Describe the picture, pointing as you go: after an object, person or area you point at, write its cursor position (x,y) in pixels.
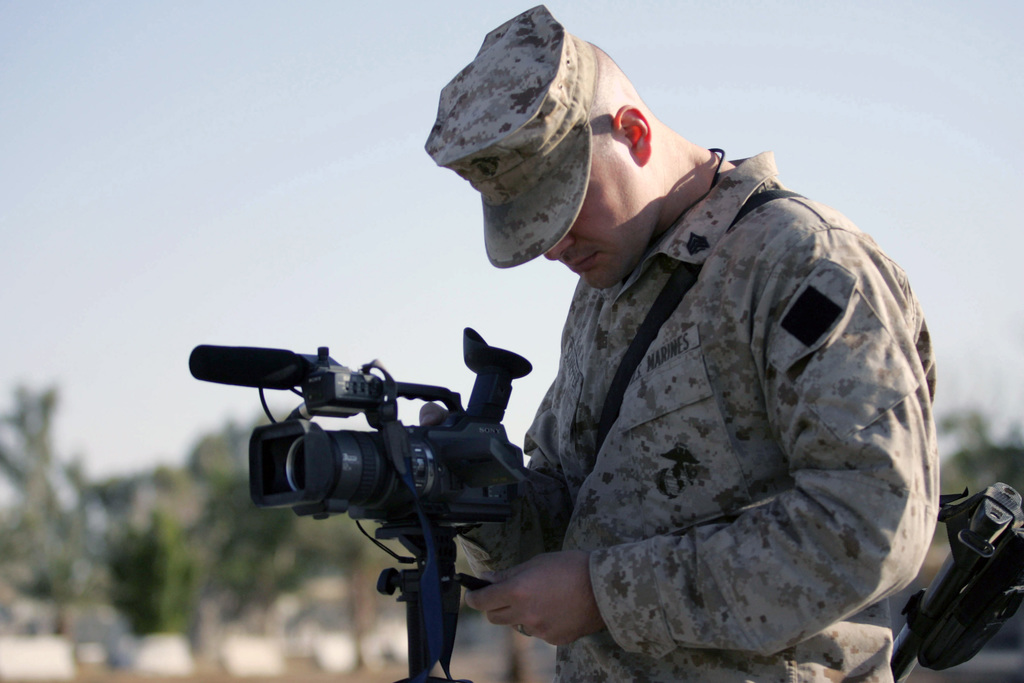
This picture is clicked outside the city. Here we see a man (704,357) in uniform (819,499) wearing cap (557,172) is holding video camera (371,496) in his hands (537,598) and he is taking video in it. Behind him, we see many trees (141,517) and on top of the picture (159,149), we see sky (149,153).
